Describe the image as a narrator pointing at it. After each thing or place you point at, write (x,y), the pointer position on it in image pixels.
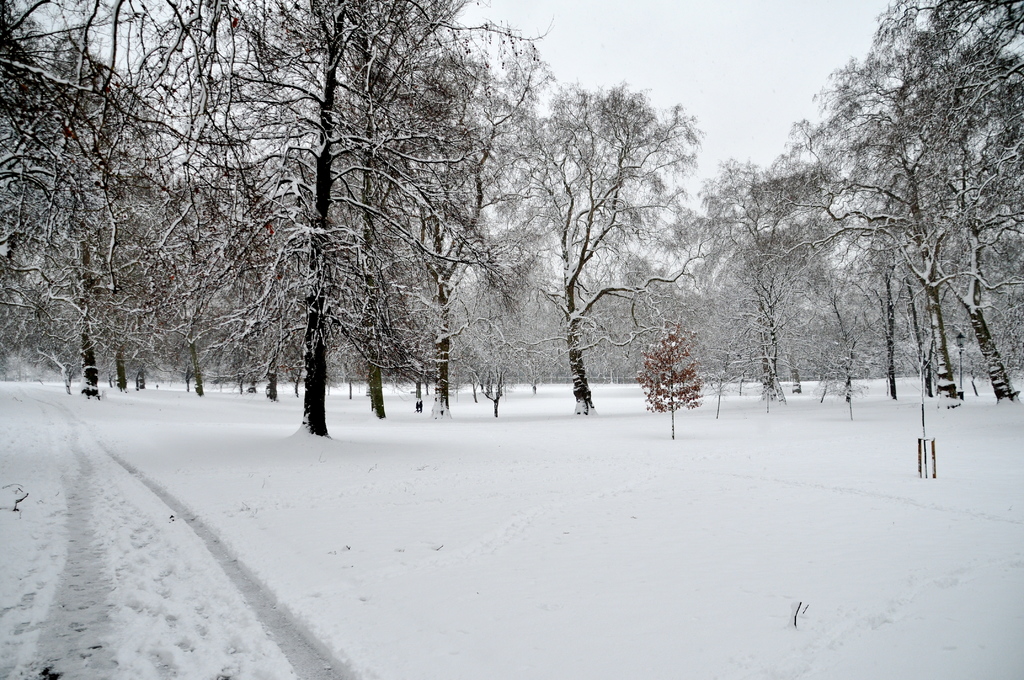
Here in this picture we can see the ground (702,421) is fully covered with snow (210,418) and we can see plants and trees (496,238) present on the ground (608,393), that are also covered with snow (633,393) and we can see the sky (741,95) is cloudy.
